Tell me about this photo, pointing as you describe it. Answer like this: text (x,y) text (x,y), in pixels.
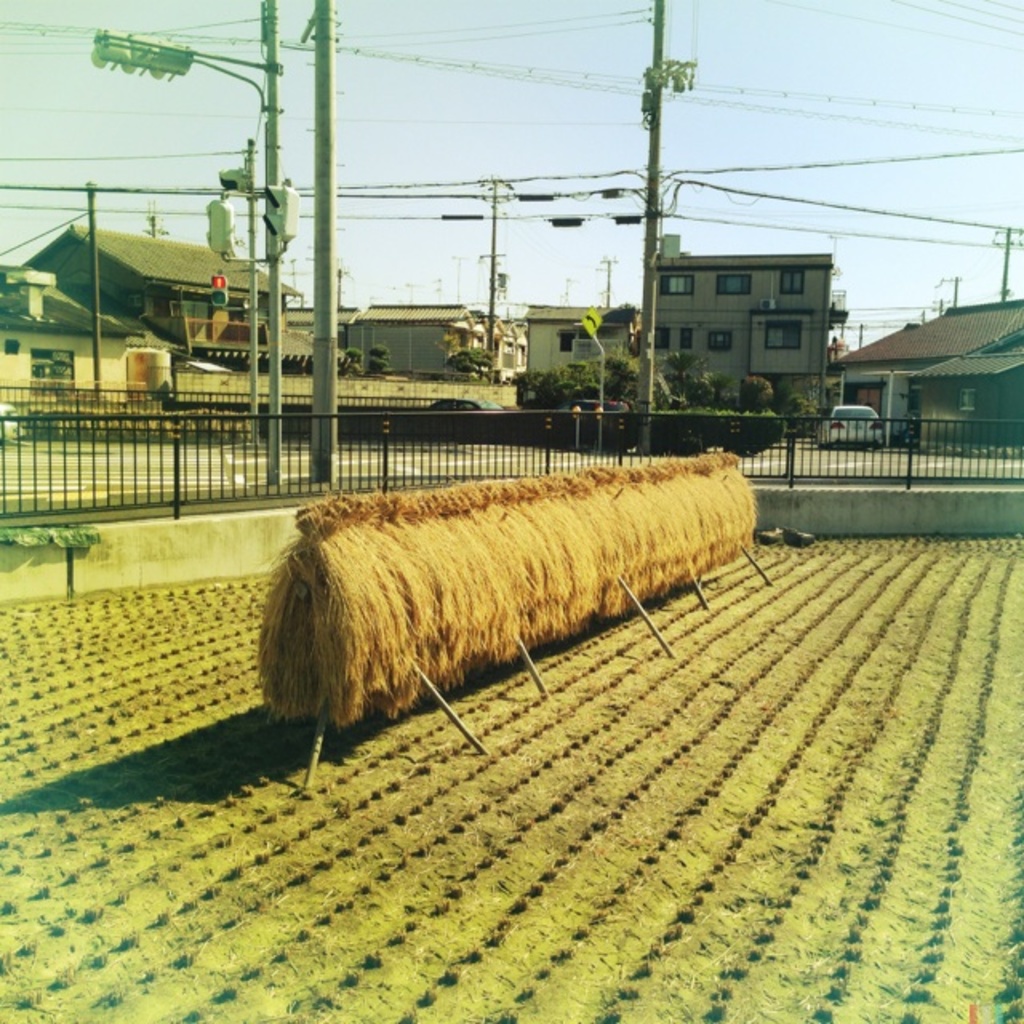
In this picture I can observe straw (494,549) which is an agricultural byproduct in the middle of the picture (494,549). I can observe black color railing (50,460) behind the straw (481,554). In the background (109,290) I can observe buildings (156,268), wires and sky (449,174).
